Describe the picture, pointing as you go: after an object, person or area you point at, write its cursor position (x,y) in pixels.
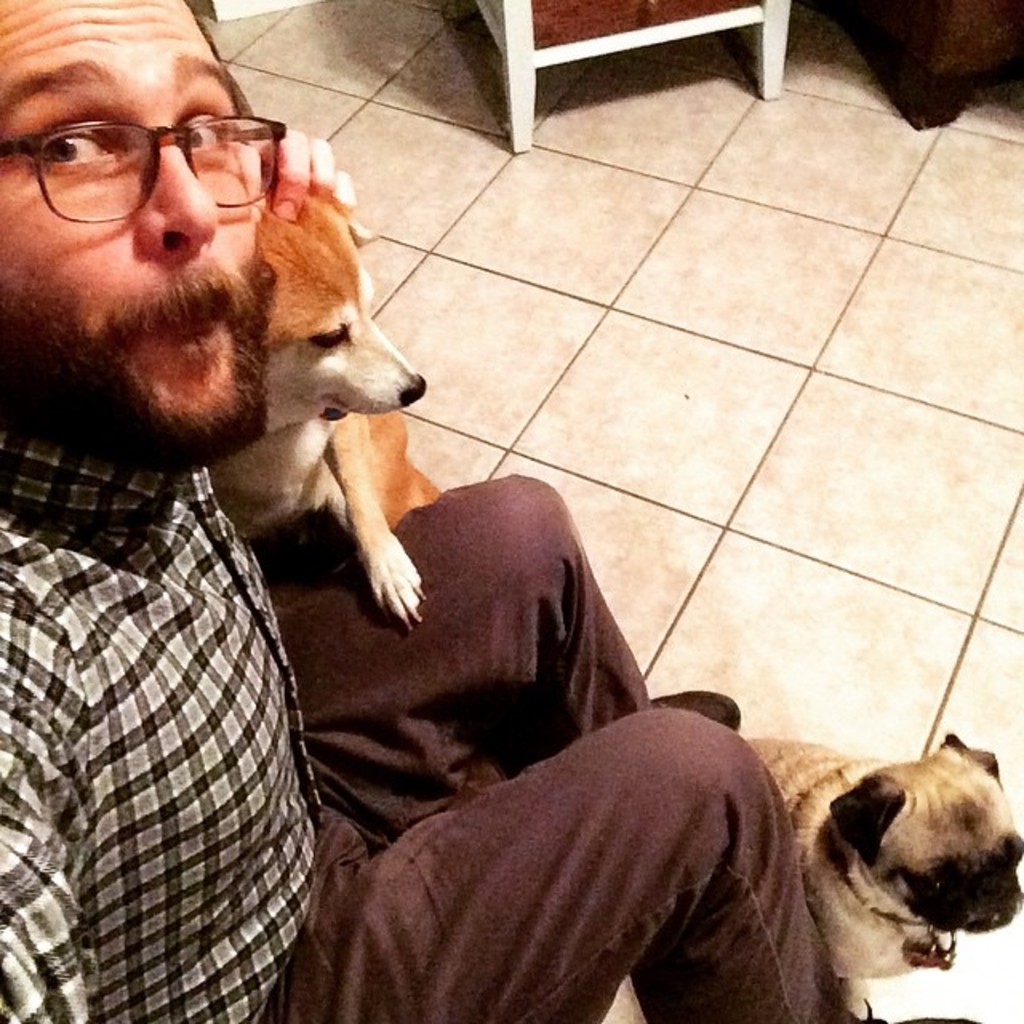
In this picture we can see man (428,610) wore spectacle (204,131) holding dog (279,243) with his hand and other dog (789,749) is at his legs (719,763) and in background (533,131) we can see floor (473,409).
